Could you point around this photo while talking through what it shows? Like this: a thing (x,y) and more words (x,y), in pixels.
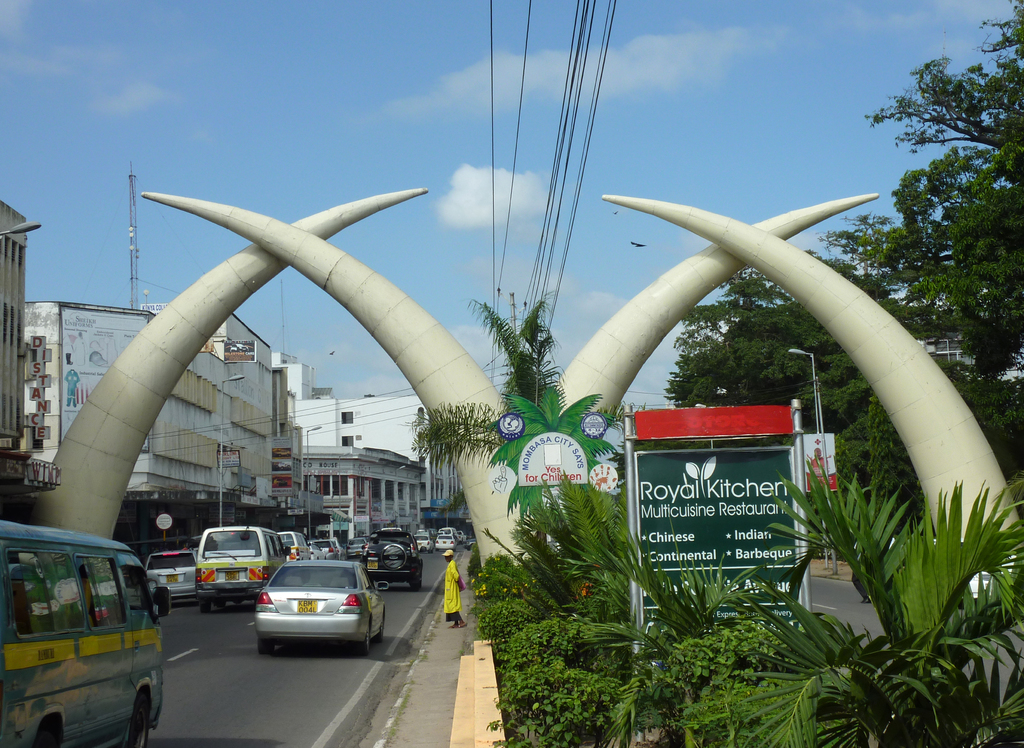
This is the picture of a city (510,539). On the left side of the image (174,430) there are buildings (269,446) and poles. In the middle of the image (455,434) there are trees (624,698) and poles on the footpath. There are vehicles (52,559) on the road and there are arches (973,437) and there is a person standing on the footpath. At the top (375,138) there is sky (420,90) and there are clouds (489,336) and wires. At the bottom (327,703) there is a road (311,705).
